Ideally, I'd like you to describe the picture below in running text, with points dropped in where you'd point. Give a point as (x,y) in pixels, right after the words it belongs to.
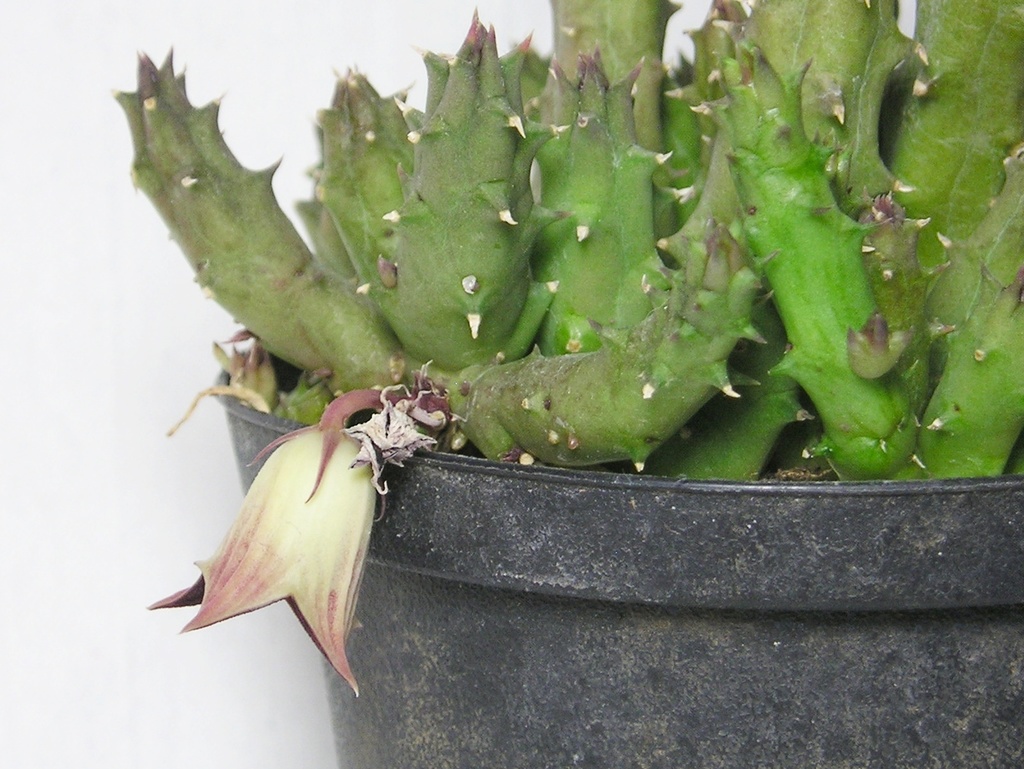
In this image I can see on the right side (855,232) there are green plants (756,229) in a black color tub (629,601).
